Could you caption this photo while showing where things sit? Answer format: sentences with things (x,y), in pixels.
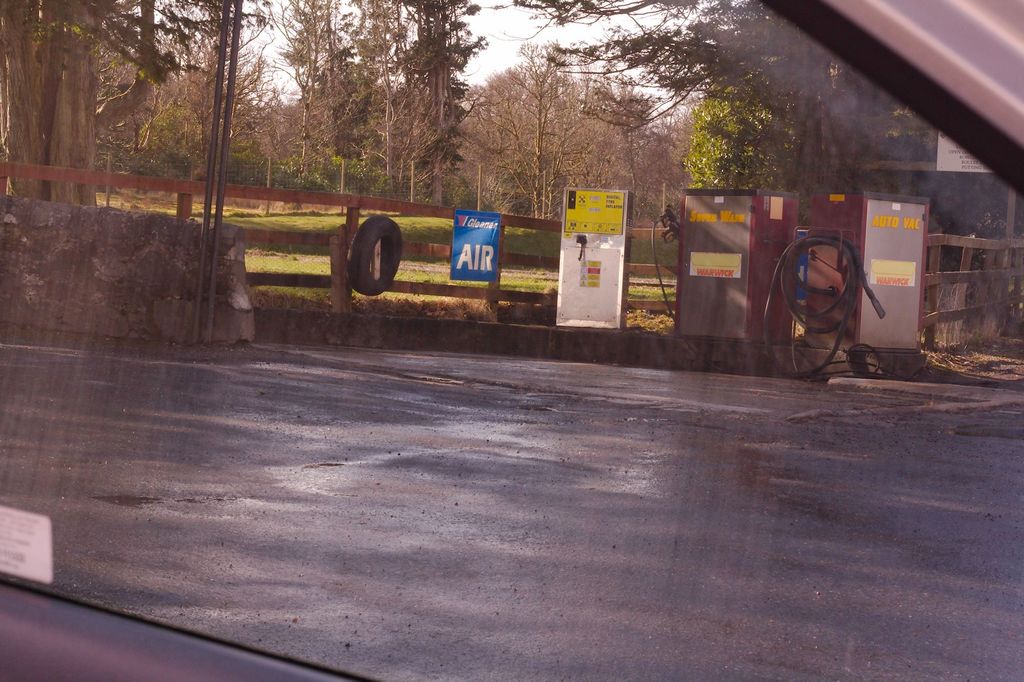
In this image we can see inside of a vehicle (180,631). There are many trees (821,127) in the image. There is a grassy land (458,311) in the image. There is a fence (343,267) and many objects (687,309) on it. There is an advertising board (475,260) in the image. There are many objects (357,253) in the image. There is a road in the image. There is a sky (507,40) in the image. There is a label (23,564) on the glass (173,415) of a vehicle (13,659) in the image.
